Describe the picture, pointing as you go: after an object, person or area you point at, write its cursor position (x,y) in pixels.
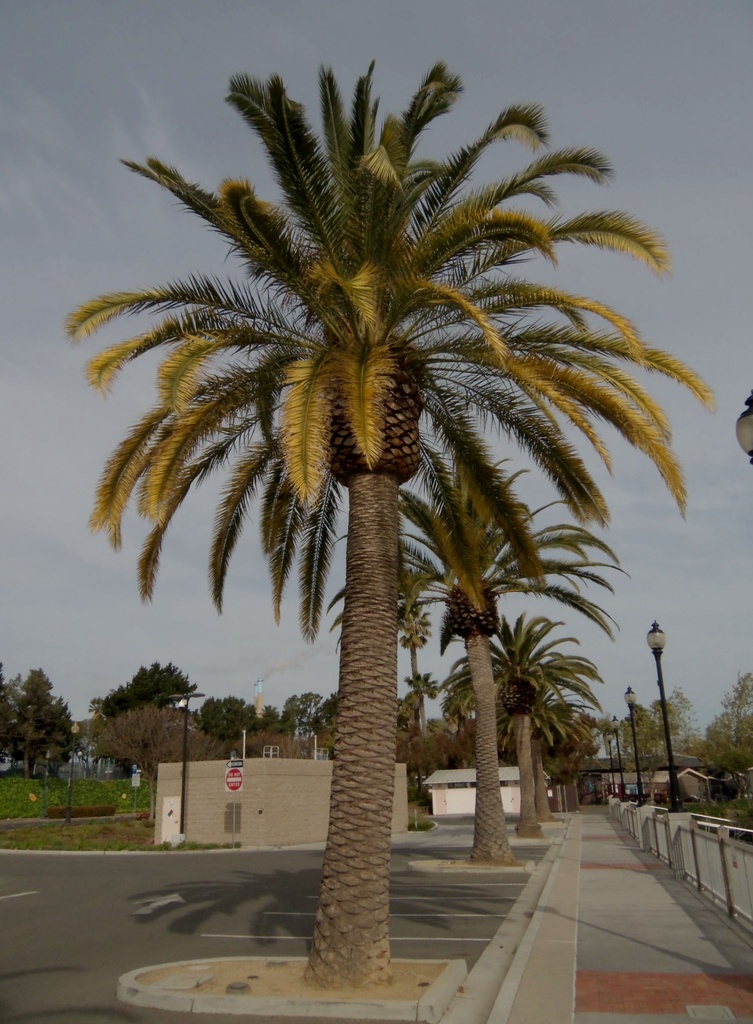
In this image I can see a trees (585,747), signboard (236,780) and light poles (604,737). Back I can see a house (600,763) and fencing (696,834). The sky (626,214) is in blue and white color.
